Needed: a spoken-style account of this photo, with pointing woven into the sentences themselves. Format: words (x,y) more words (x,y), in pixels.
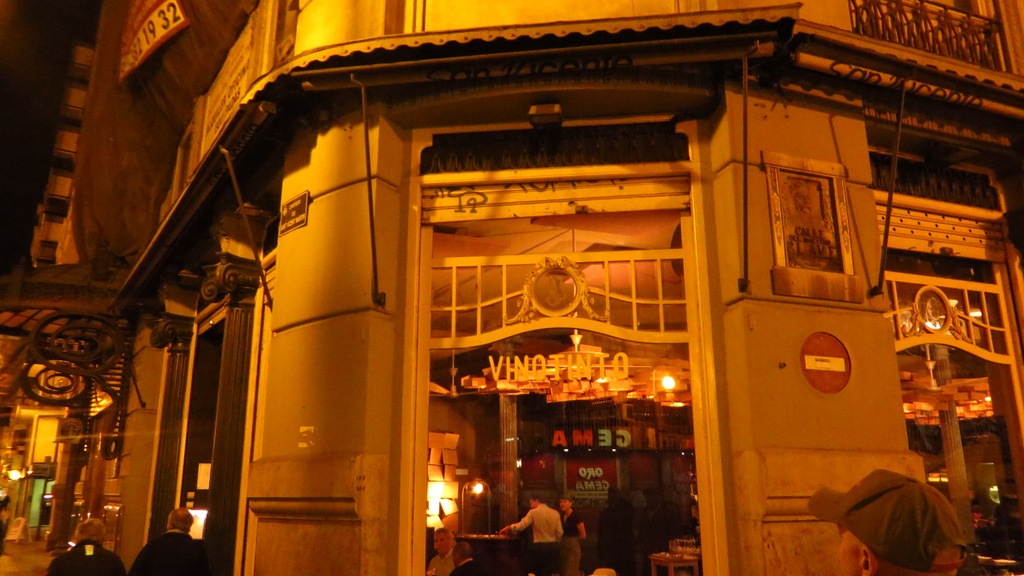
In this image there are a few buildings (583,428) and few people (180,575) on the road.
